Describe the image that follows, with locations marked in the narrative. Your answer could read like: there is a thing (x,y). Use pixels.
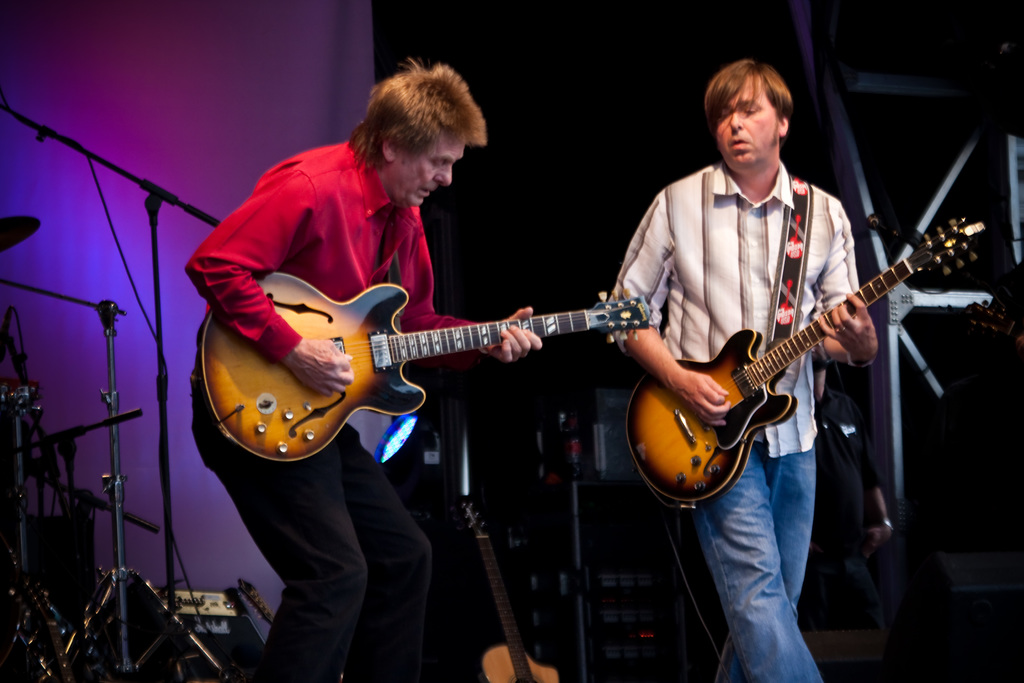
Here 2 men (392,547) are standing and playing guitar (646,430). Behind them there are musical instruments (65,645) and microphone (5,330).
